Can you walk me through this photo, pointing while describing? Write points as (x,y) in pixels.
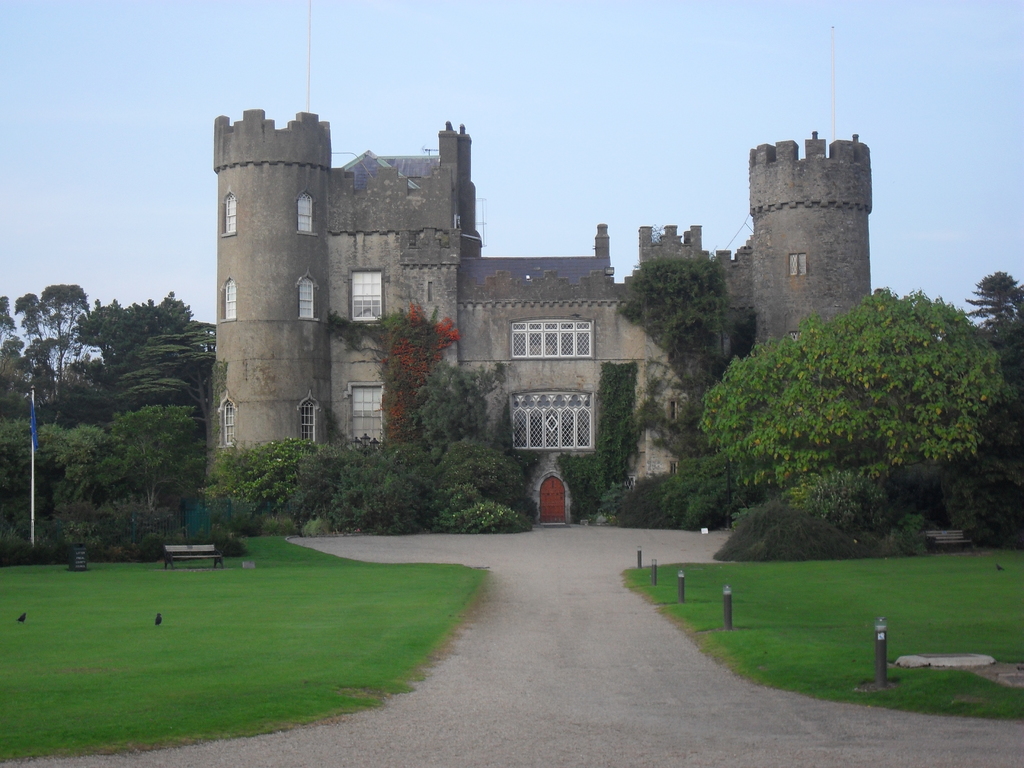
In the center of the image (587,380) we can see trees (432,481) and castle (399,295). On the right (789,509) and left side of the image (20,486) we can see trees (104,453) and pole (31,505). At the bottom of the image (420,540) we can see grass (901,654), bench (208,551) and road (402,542). In the background (20,279) there are trees (59,296) and sky (401,13).
